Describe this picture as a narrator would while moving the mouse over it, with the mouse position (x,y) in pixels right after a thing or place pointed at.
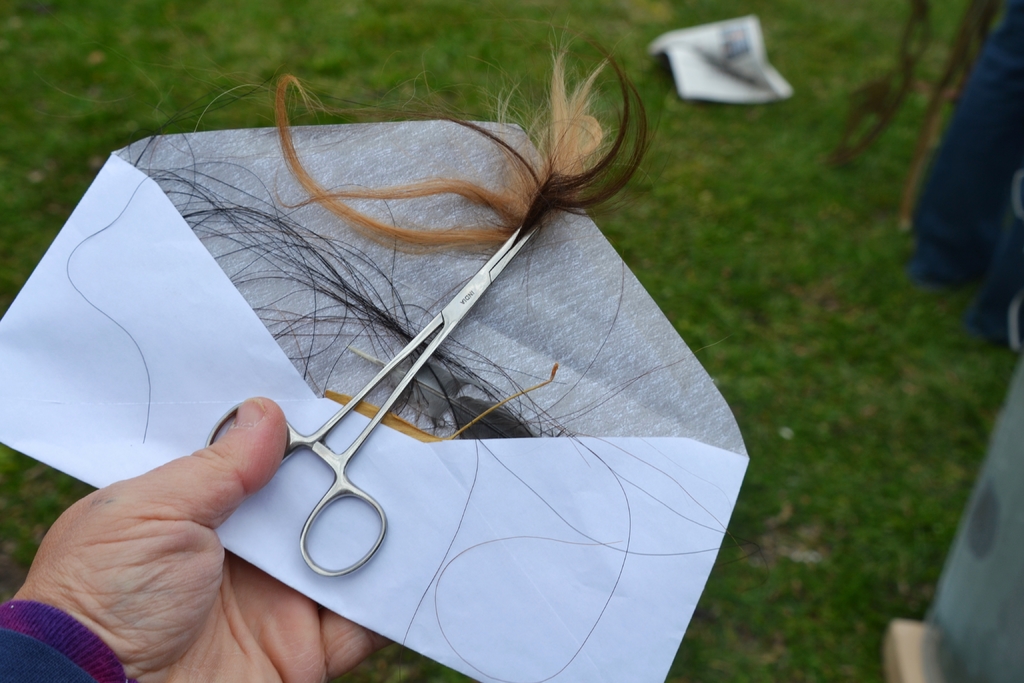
In this image we can see a human (214,604) is holding an envelope (178,337), scissors (456,318), hair (386,288) and feather (461,418). In the background (369,56), there is a grassy land (70,128). On the right side of the image (996,550), we can see objects (957,542).
